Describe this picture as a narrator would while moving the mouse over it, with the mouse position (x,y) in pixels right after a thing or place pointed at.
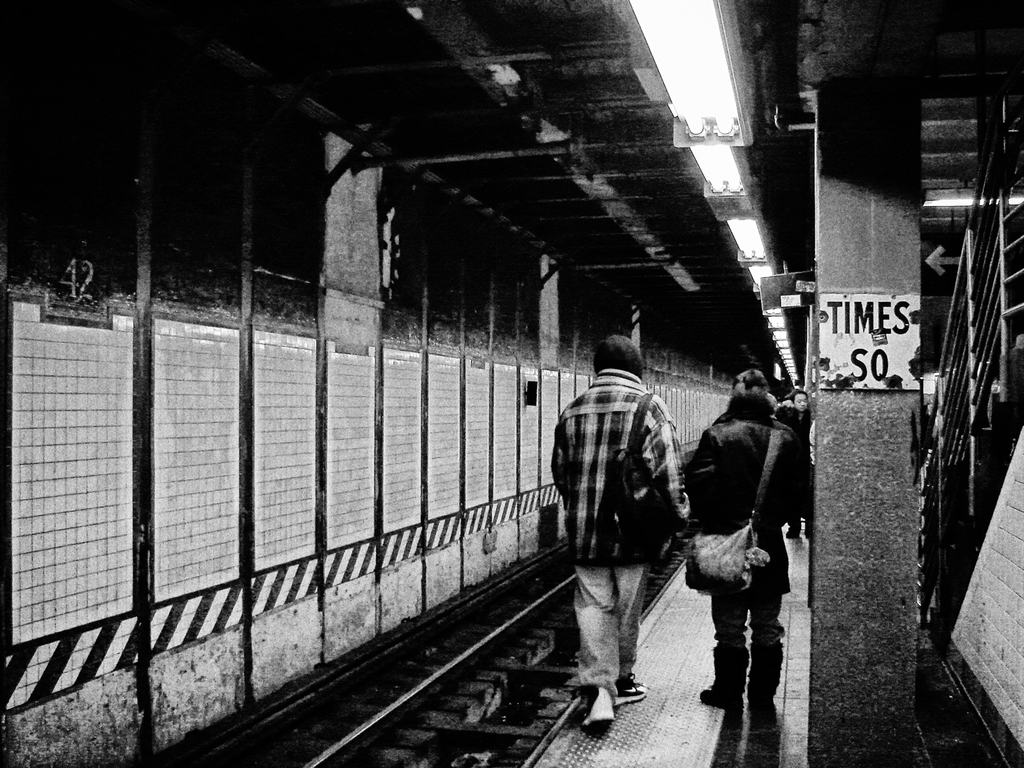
In this picture we can observe some people (677,504) walking on the platform (704,617). We can observe a railway track (528,695) on the left side (341,691). There is a pillar (870,477) and we can observe some text (864,331) on the pillar (864,419). This is a black and white image.
